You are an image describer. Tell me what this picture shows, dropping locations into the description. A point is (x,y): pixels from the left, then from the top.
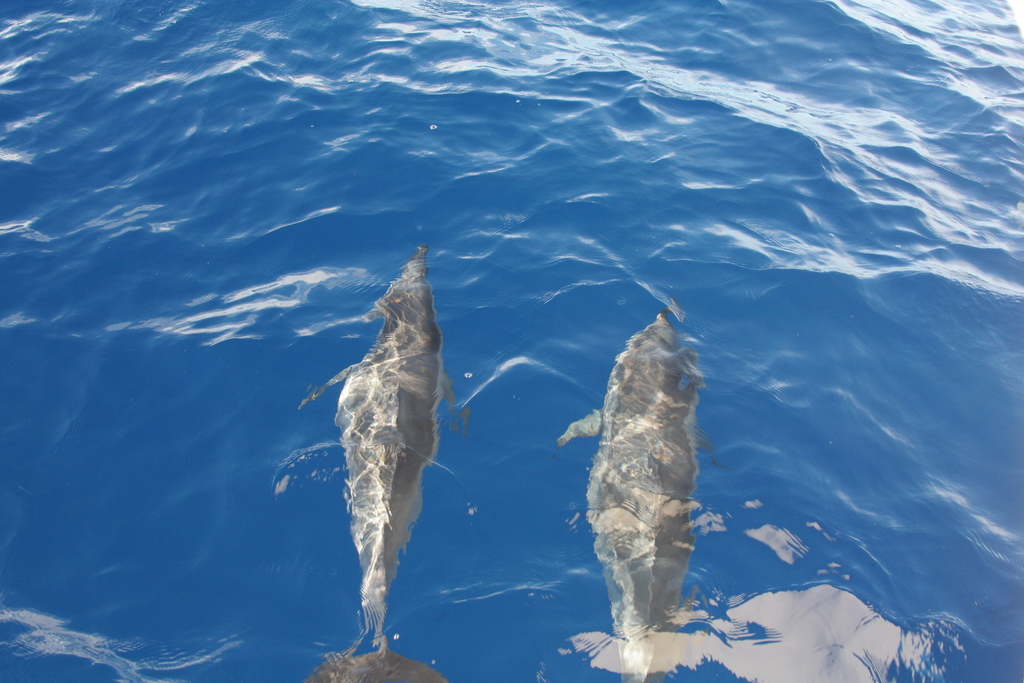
In the image we can see two dolphins (630,499) in the water (690,200). This is a water (743,205).
